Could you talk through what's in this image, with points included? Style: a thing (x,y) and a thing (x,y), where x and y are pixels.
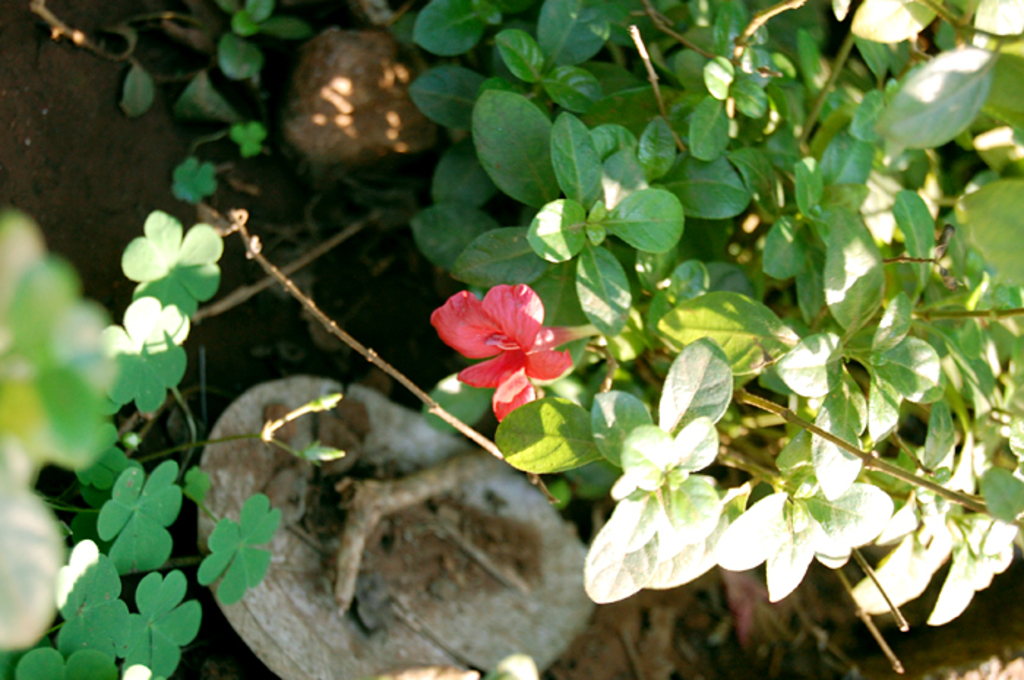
Here we see a plant (582,408) with a flower (472,322) on it.
